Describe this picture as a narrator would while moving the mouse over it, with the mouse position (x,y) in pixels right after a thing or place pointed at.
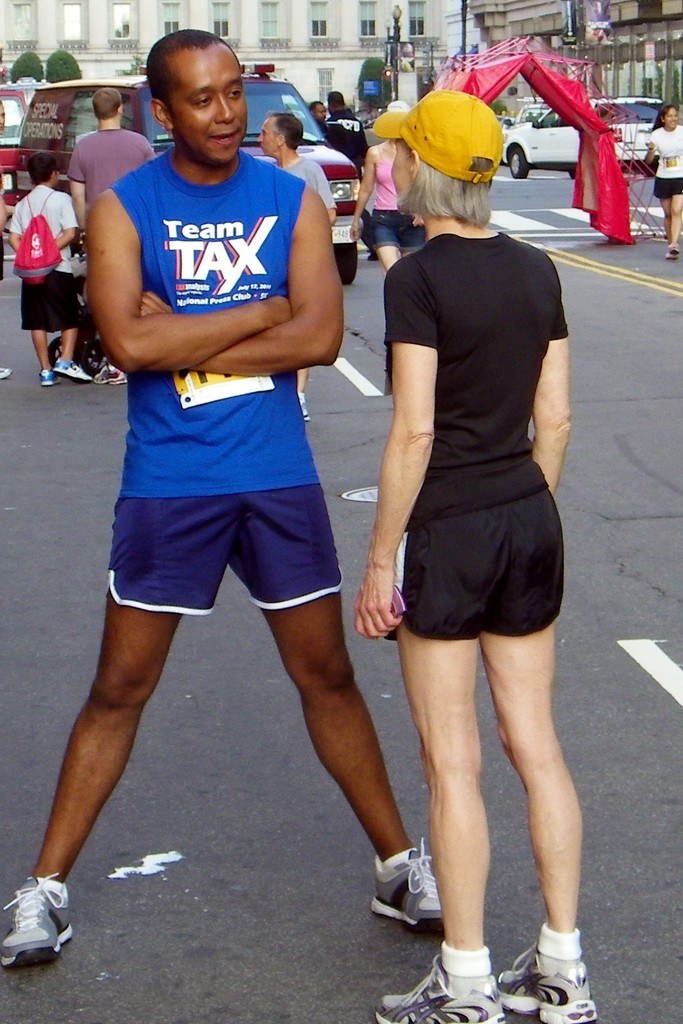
This image is clicked on the road (613,495). There are many people (368,161) walking on the road (570,609). There are vehicles (119,87) moving on the road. In the foreground (239,242) there is a man (262,258) and a woman (395,339) standing on the road (370,914). To the right (491,79) there is a tent (508,63) on the road (363,955). In the background (385,26) there buildings (511,20), poles (397,32) and hedges (55,63).
